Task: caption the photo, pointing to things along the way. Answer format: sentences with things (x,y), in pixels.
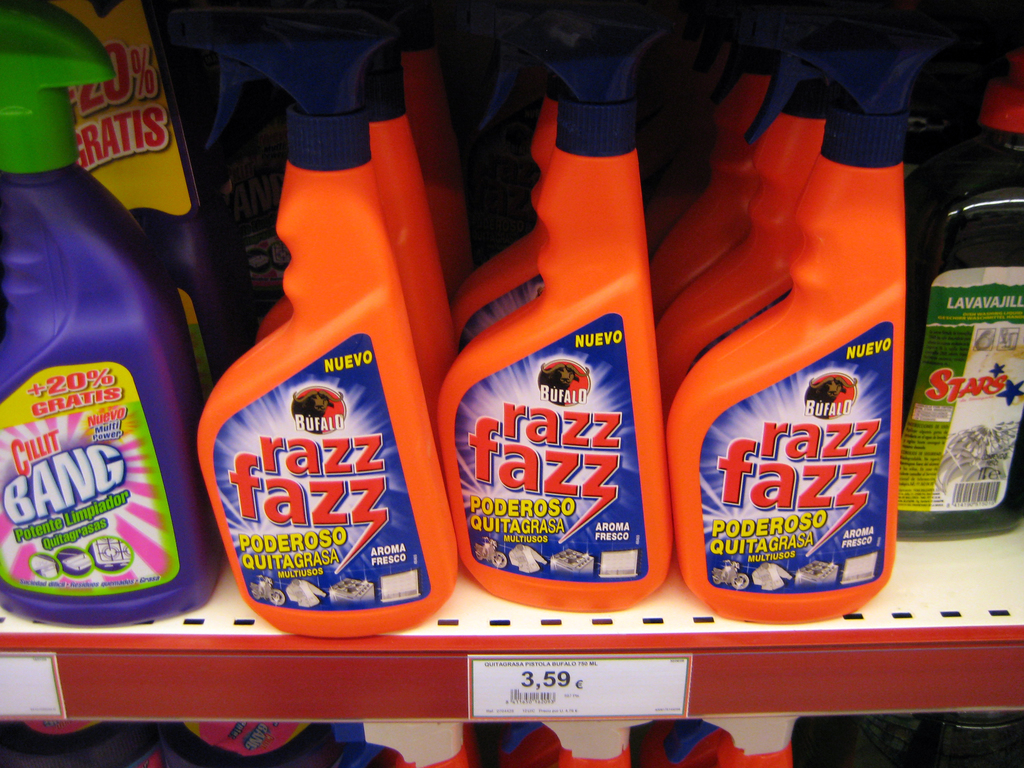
In this image I see a number of bottles (822,30) and a price tag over here.
